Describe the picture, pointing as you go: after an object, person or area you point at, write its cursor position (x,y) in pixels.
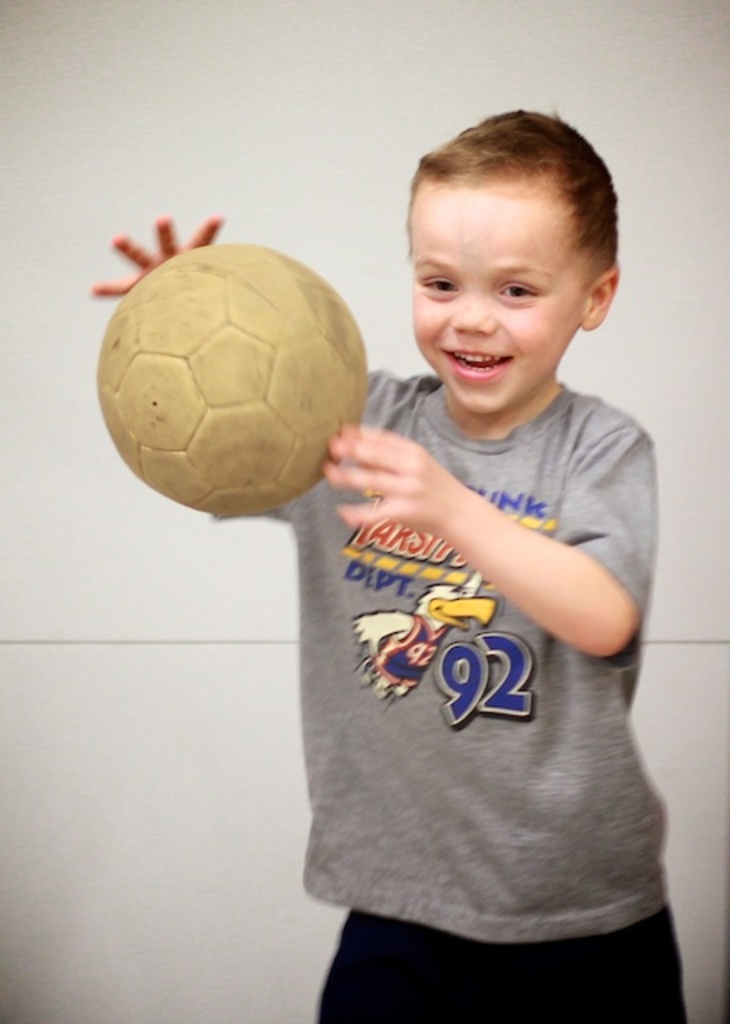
A boy (430,638) wearing a grey t-shirt (480,774) and black pant (505,977) is holding a ball (203,470) in his hand (350,457). He is smiling.
